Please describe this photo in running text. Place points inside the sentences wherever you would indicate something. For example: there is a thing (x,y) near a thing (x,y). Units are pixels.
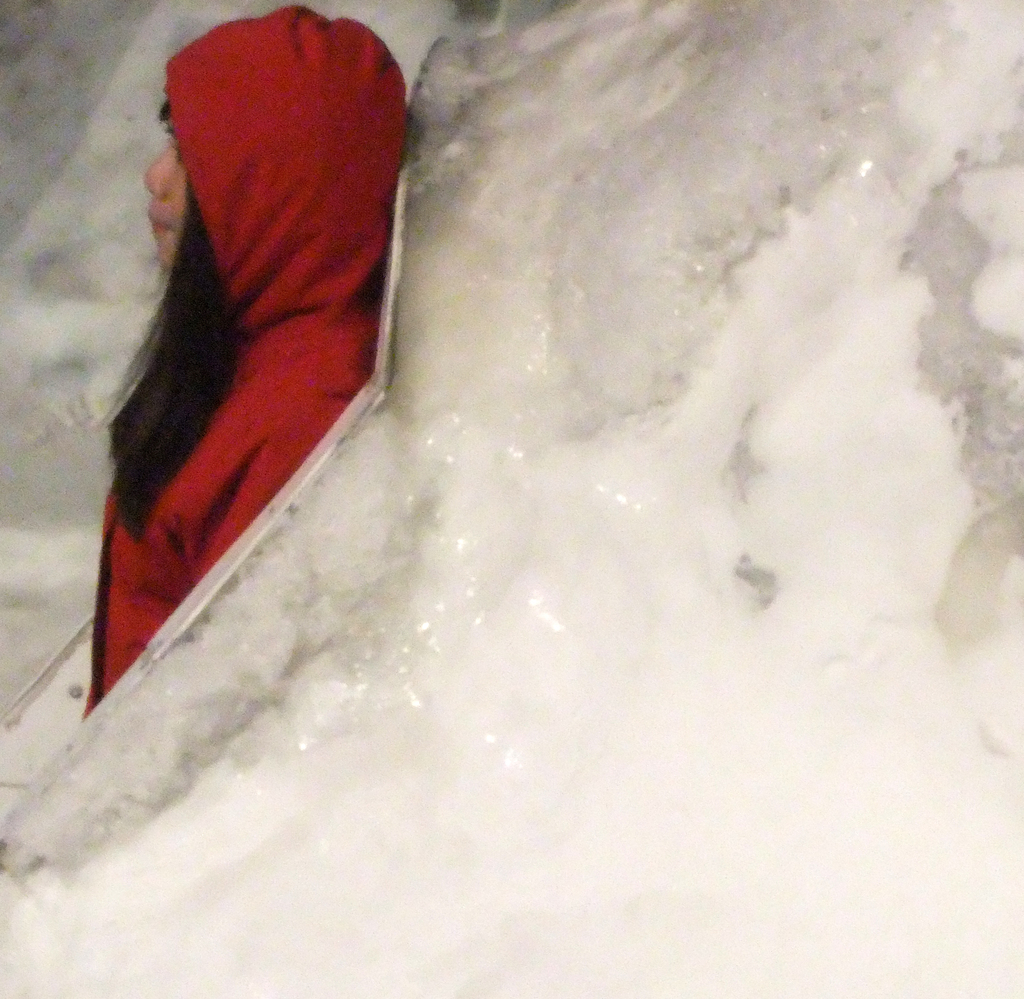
In this image, we can see a person (283,392) standing and we can see snow (825,469).
